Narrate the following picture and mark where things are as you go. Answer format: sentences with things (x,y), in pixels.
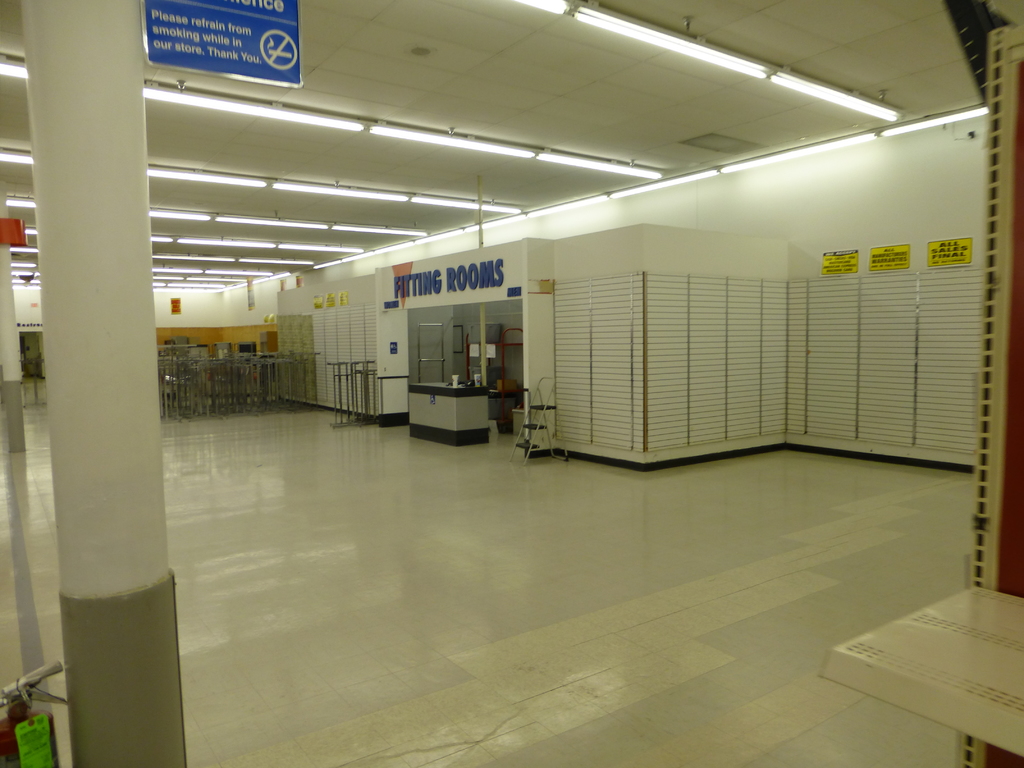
In this image I can see the floor (458,635), a pillar (94,586), the blue colored board (279,47), the cream colored wall (812,182), the ceiling (517,75), few lights (342,229) to the ceiling (314,156) and few other objects (196,376).
